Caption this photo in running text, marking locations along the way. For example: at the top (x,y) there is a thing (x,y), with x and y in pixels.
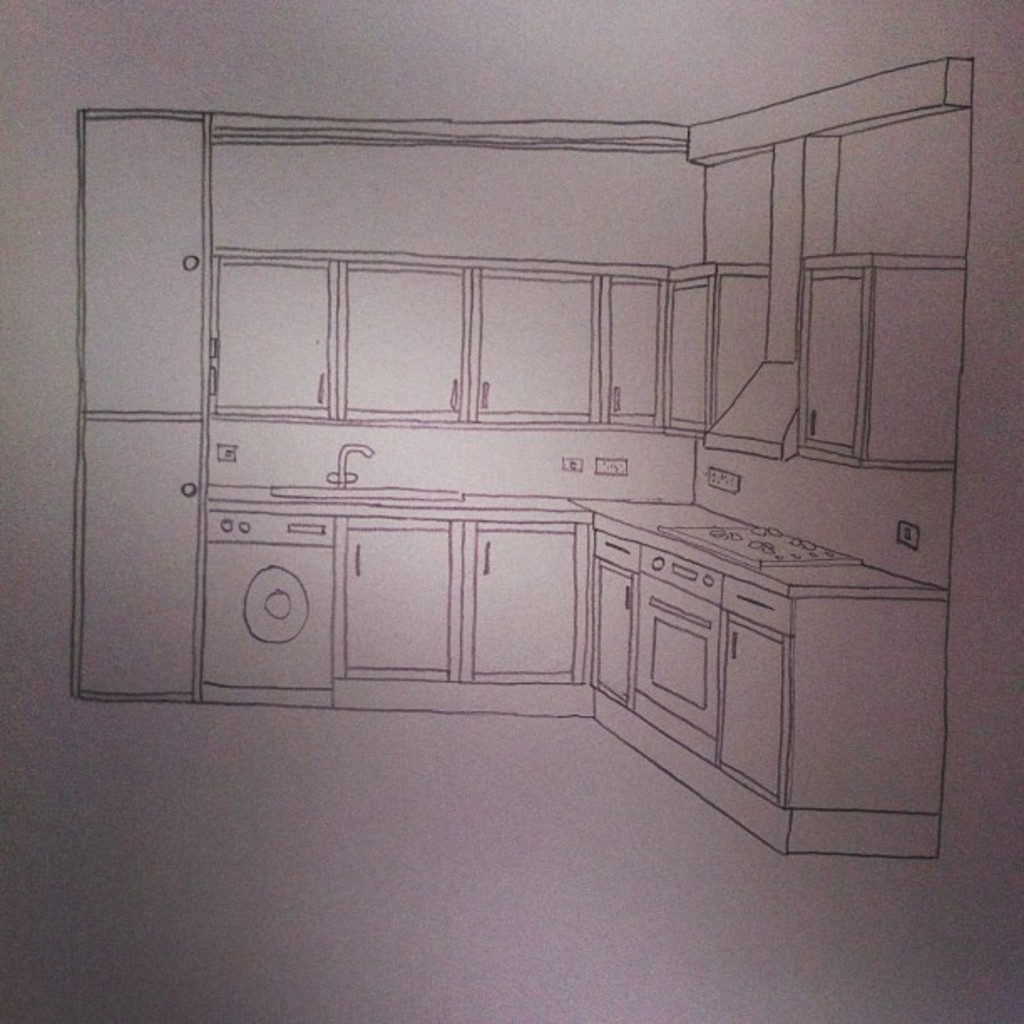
In this image I can see drawing (349,477) of a kitchen (628,659).
